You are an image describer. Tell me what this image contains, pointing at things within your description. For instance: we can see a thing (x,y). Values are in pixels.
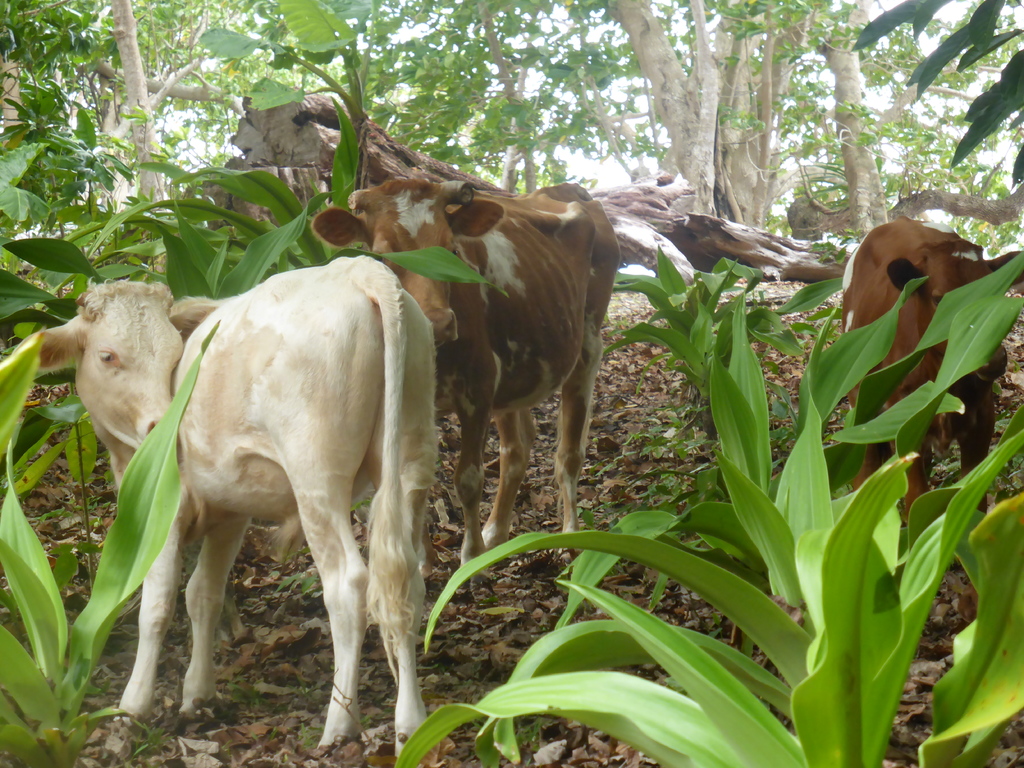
In this image we can see animals (481,309) on the ground (522,527), there are plants (778,592), tree trunk (658,230), few trees (588,85) and the sky (583,158) in the background (691,155).
